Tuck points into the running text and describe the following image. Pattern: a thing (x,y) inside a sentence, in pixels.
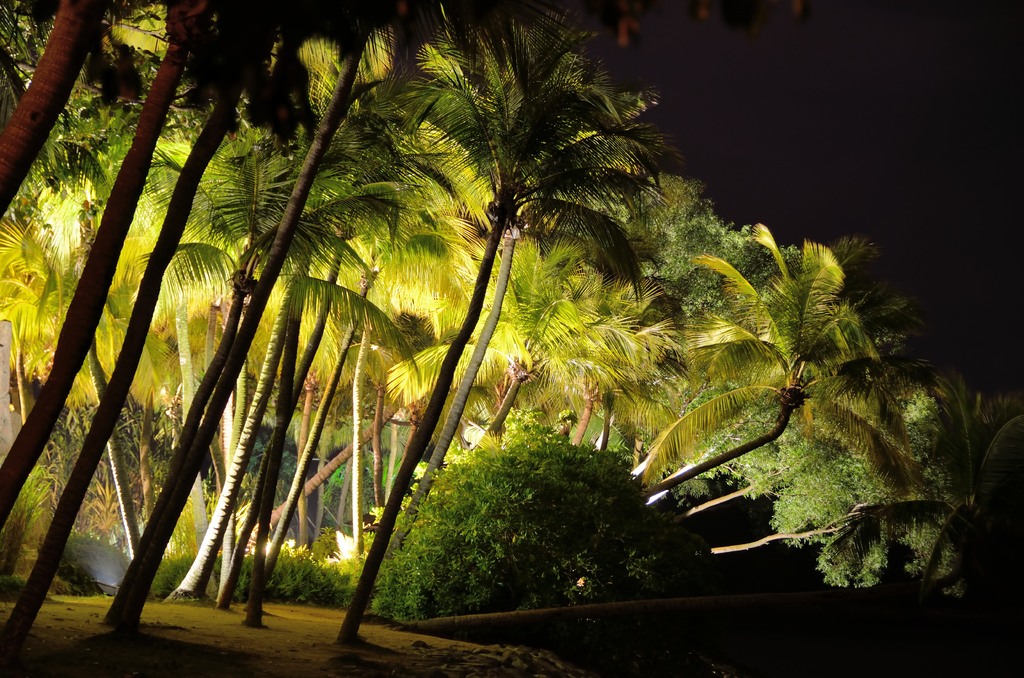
In the background of the image (174,353) we can see the trees (388,421). At the bottom of the image (272,624) we can see the ground (318,635). At the top of the image (856,90) we can see the sky (879,70).
